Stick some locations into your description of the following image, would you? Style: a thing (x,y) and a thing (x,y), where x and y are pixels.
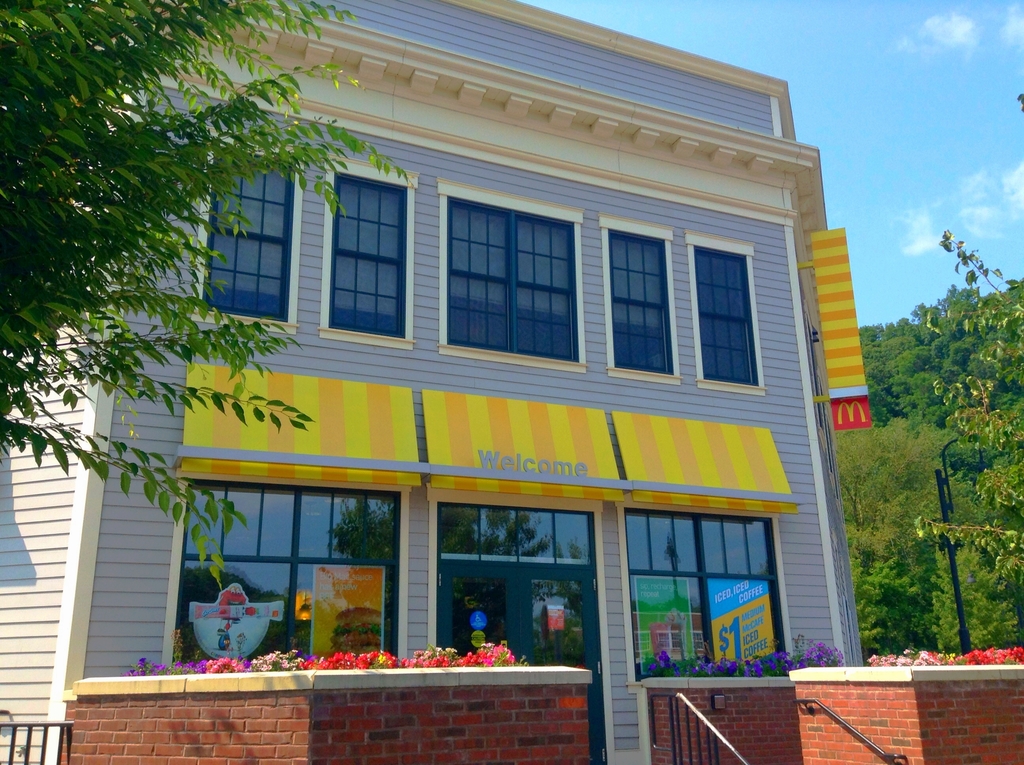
In this picture we can see a building (610,371), beside the building (424,303) we can find few trees (78,171) and a pole (963,628), at the bottom of the image (189,669) we can see few metal rods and flowers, also we can see few posters (729,627) on the glass (375,634).
